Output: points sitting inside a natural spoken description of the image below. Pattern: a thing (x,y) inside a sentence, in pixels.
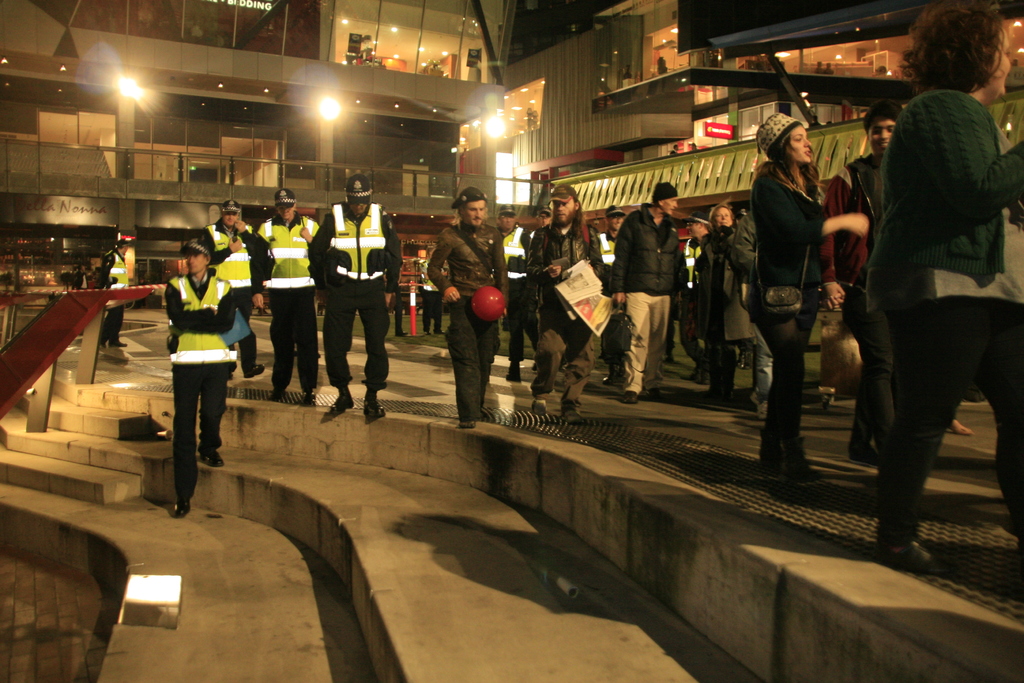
In this picture we can see there is a group of people (334,269) and there are some people (464,298) holding the objects (488,298). Behind the people (453,335), there is a building (445,145) and lights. Inside the building (369,83) there are some objects (438,76) and ceiling lights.
